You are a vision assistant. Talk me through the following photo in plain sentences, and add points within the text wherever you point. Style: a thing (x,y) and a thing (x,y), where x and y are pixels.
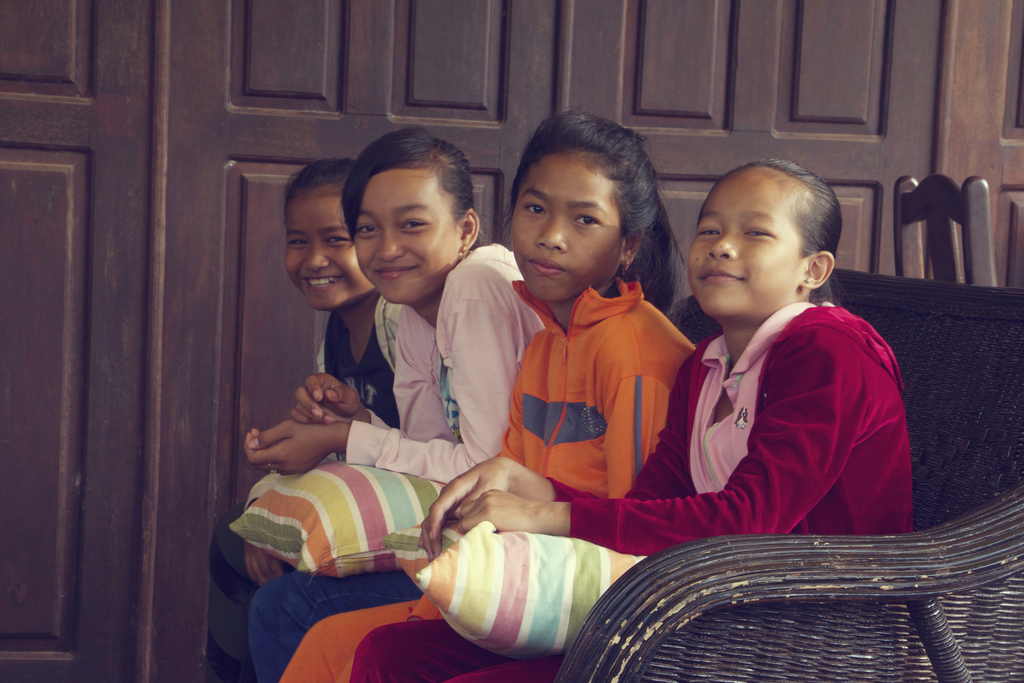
In the picture we can see a sofa (930,319) with some children (525,498) sitting on it and in the background (108,462) we can see a wooden wall (120,454).
